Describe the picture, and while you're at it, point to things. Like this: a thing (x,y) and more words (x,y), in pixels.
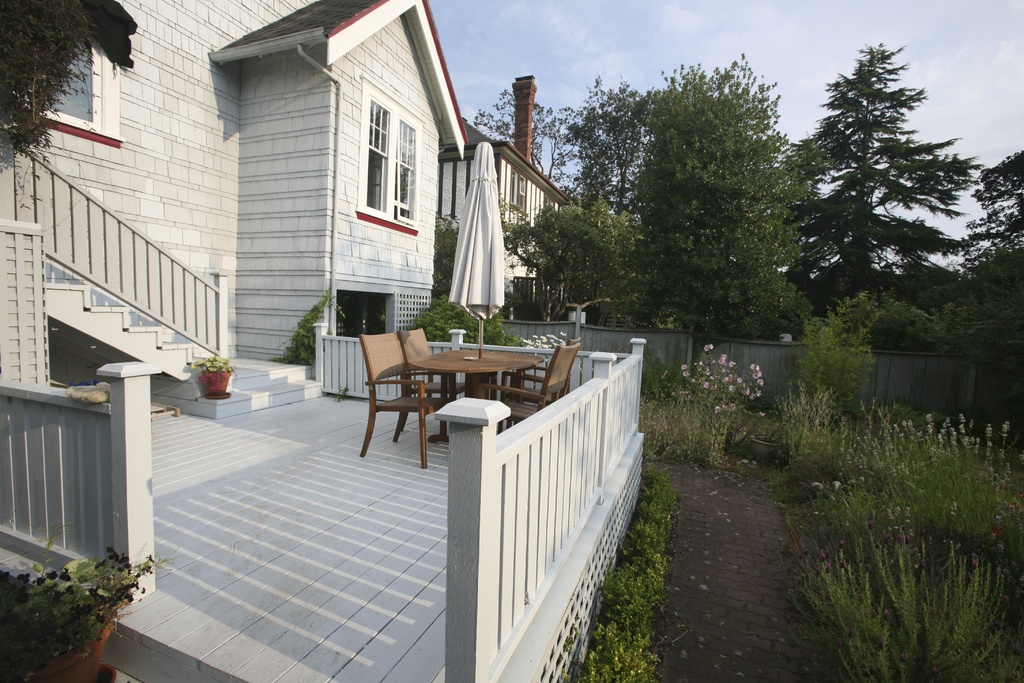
In this image there are buildings (130,144) and we can see a table (471,380) and chairs (382,353). There is a parasol (502,251). At the bottom (6,614) there are plants (655,544). In the background (736,320) there are trees (741,219) and sky (790,7). We can see a fence (592,338).
